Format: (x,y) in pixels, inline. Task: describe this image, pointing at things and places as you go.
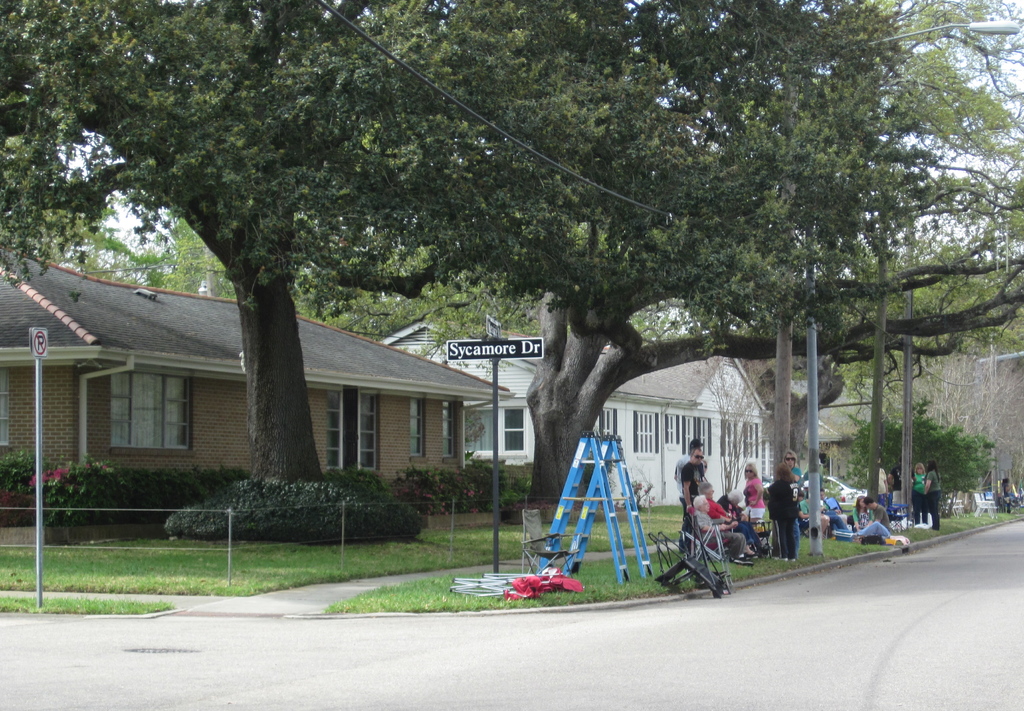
This picture describe about the view of the roadside (290,614). In front (731,535) we can see group of old women and men (750,523) sitting on the grass (679,514). On the left side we can see blue color ladder stand (614,543). Behind we can see shed houses (199,410) with roofing tiles (173,347) and a huge trees (256,357).
